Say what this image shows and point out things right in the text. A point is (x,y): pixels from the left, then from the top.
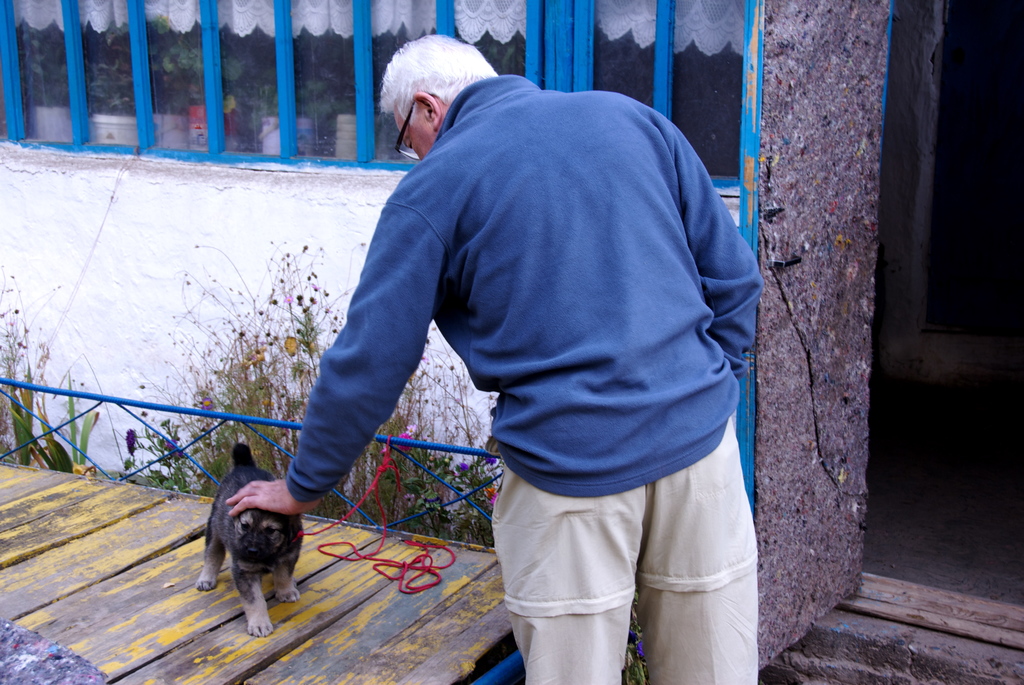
A man (735,439) is standing by placing his hand (300,508) on a puppy (291,525) behind him there is a wall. On the right (790,259) it's a door (858,281).
